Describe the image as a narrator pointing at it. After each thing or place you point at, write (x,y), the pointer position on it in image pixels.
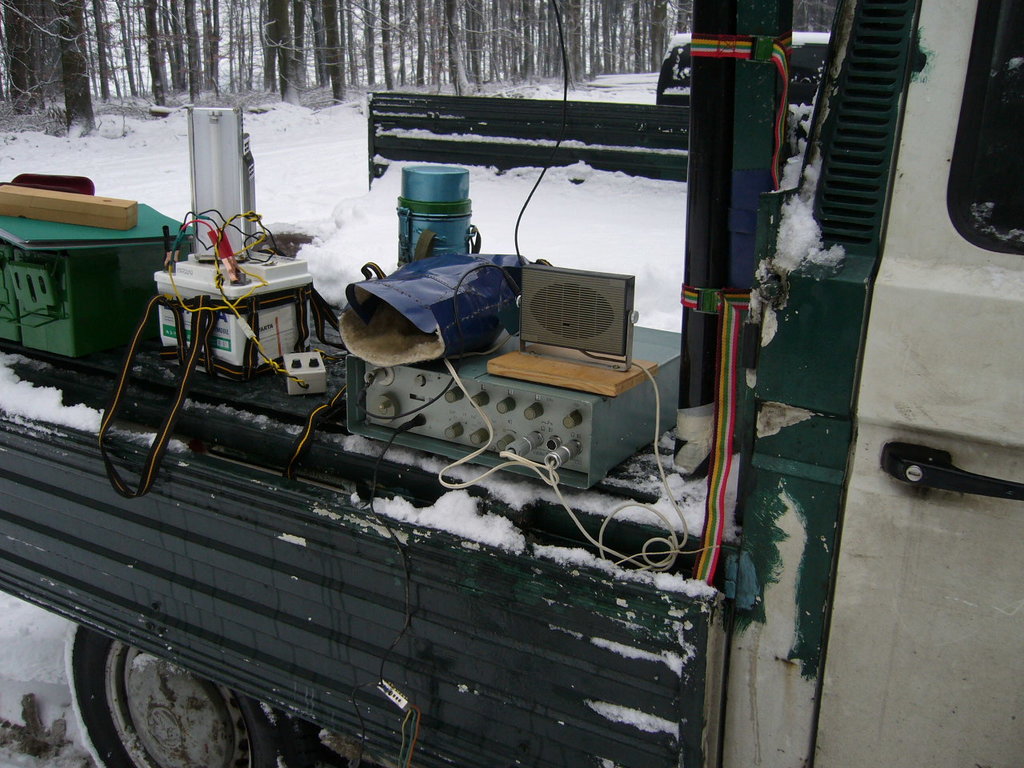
As we can see in the image there is a truck (284,549), electrical equipments (426,426), snow (328,184) and in the background (546,14) there are trees (536,14).
